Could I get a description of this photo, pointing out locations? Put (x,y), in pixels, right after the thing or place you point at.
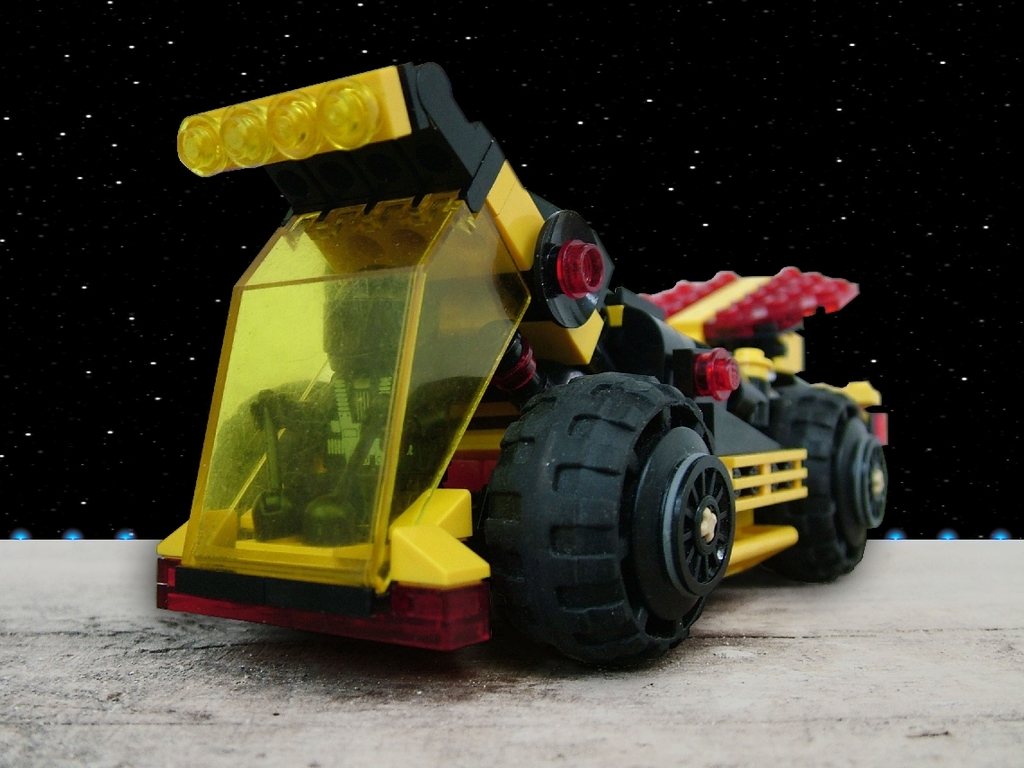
In the image in the center (438,310) we can see one toy vehicles (639,380), which is in yellow, black and red color.
